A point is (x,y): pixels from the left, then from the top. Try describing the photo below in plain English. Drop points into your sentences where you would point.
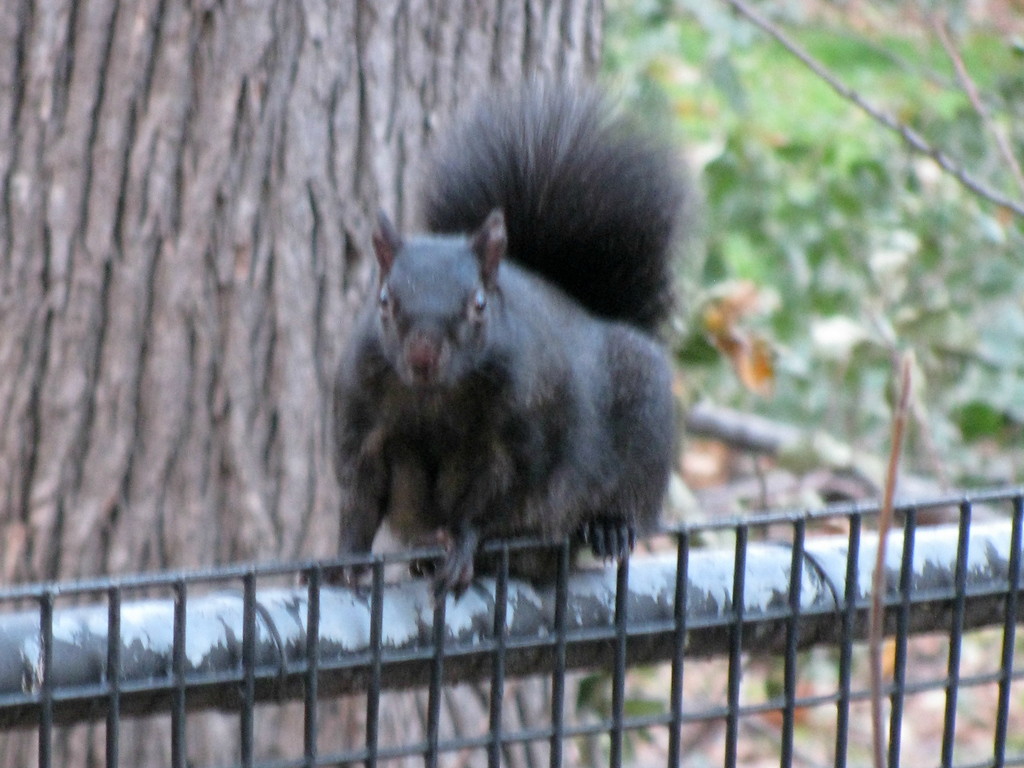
This picture is clicked outside. In the center (396,298) there is a black colored squirrel (616,393) on the metal rods (435,556). In the background (96,16) there is a trunk (270,111) of a tree (401,216) and we can see the green color objects (854,305) seems to be the plants (820,212).
